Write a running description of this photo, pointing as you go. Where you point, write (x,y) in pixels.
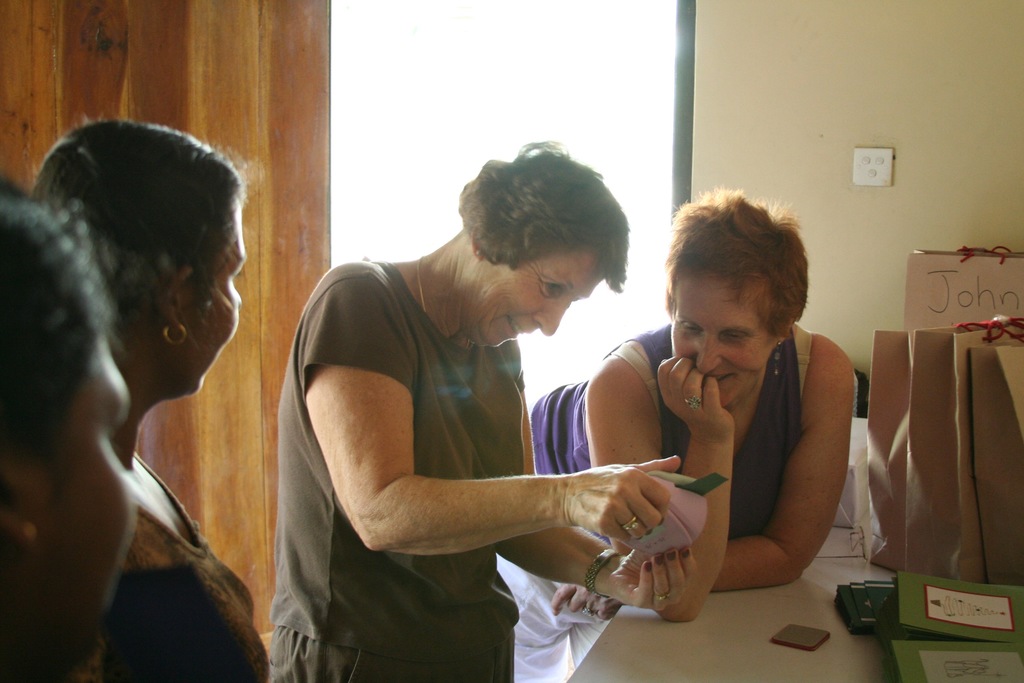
In this image, we can see persons (245,595) wearing clothes (245,595). There is a table (787,594) in front of the wall (839,310) contains bags (988,421). There is a wooden wall (271,194) in the top left of the image (138,76).
